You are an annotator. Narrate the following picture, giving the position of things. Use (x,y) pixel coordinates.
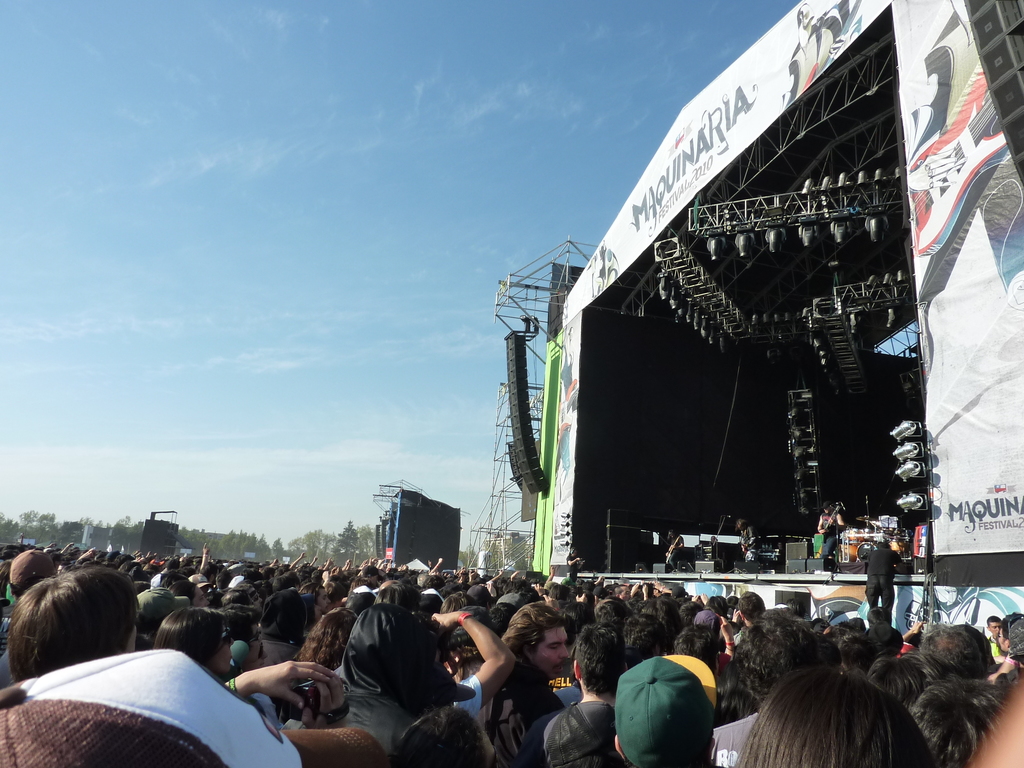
In this image we can see people (405,582) standing on the ground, electric lights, iron grills (501,540), trees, people (832,546) standing on the dais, musical instruments (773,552) and sky (496,185) with clouds (375,355) in the background (332,349).
